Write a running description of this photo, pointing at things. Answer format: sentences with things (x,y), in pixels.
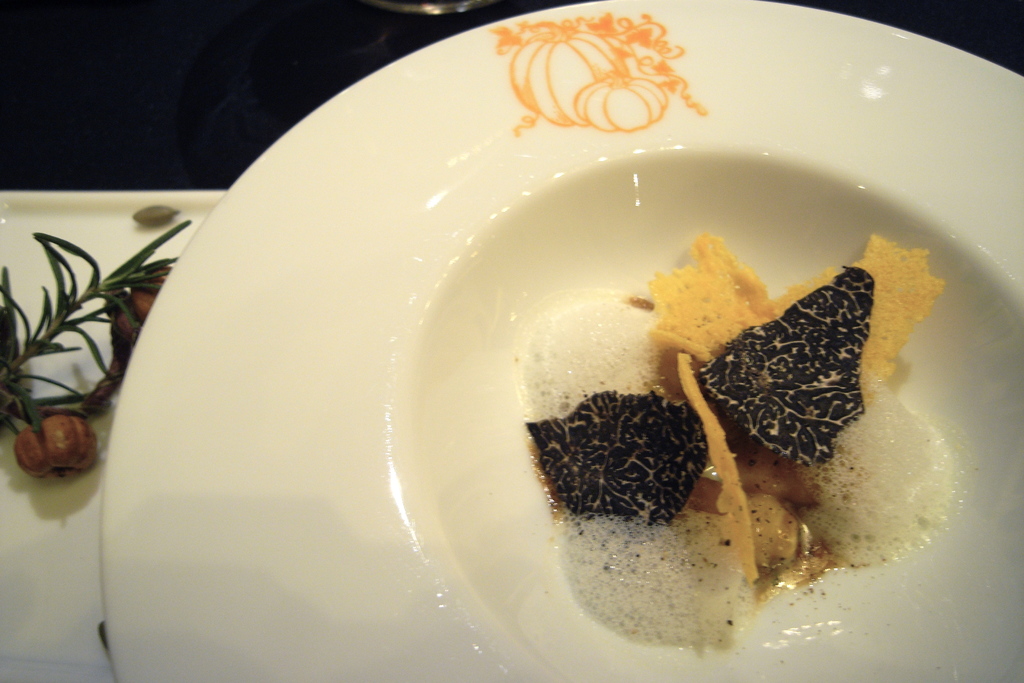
In this image there is a plate (649,239) towards the right of the image (731,284), there is food (831,390) on the plate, there is a plant (61,329) towards the left of the image (74,301), there are fruits (60,451), there is a white color object (60,504) towards the left of the image (46,551) that looks like a table (71,533), there is an object (430,12) towards the top of the image (417,8), the top of the image (230,51) is dark.
